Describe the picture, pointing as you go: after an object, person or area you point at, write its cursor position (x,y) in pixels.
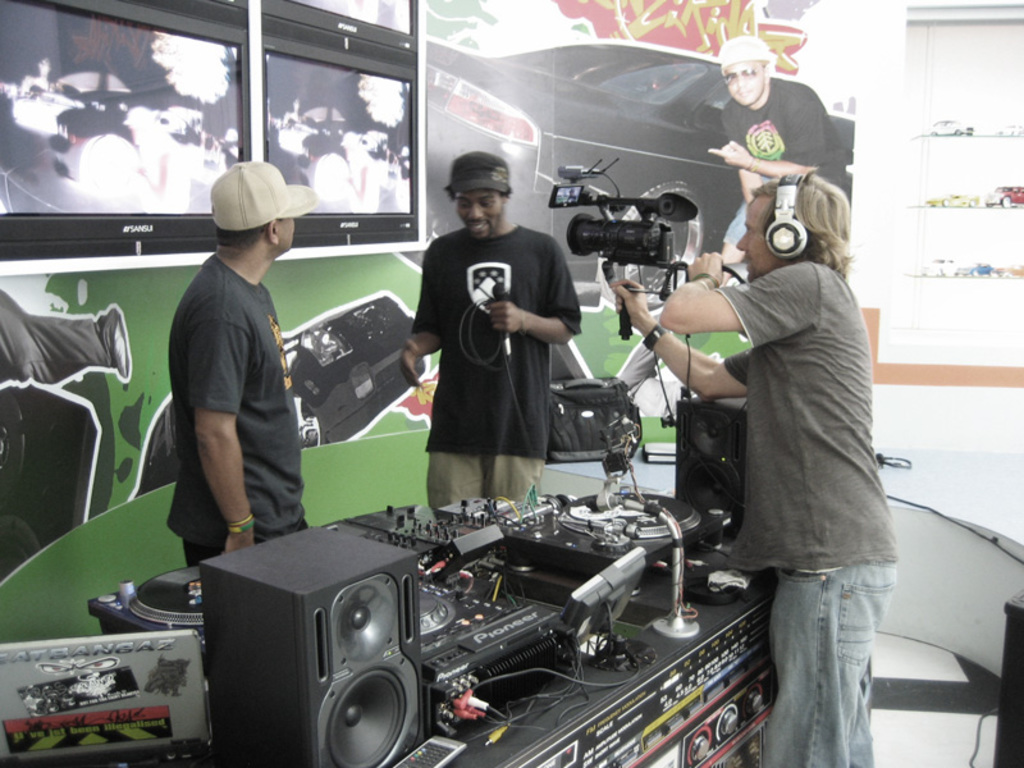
In the picture we can see three men (798,509) are standing, one man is holding a microphone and talking something and beside him we can see a man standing and watching him and one man (798,761) is capturing it with a camera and near them we can see a table (464,762) with Digital Jockey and sound box (722,503) and in the background (104,551) we can see a wall (74,351) with some paintings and two TV screens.
